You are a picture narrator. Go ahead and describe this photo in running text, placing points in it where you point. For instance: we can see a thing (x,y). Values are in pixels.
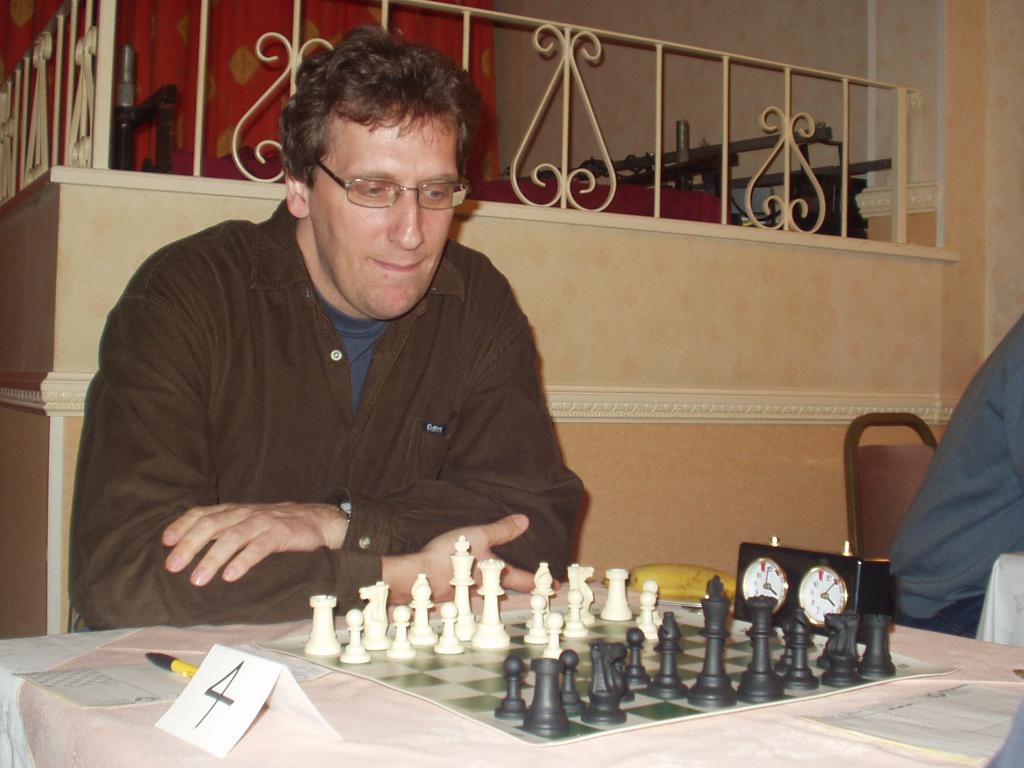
A man (302,471) is playing chess (690,671). There is a paper (257,678) on which number 4 (221,698) is written and there is a timer (839,582). There is a fence (56,80) at the back (56,96).
